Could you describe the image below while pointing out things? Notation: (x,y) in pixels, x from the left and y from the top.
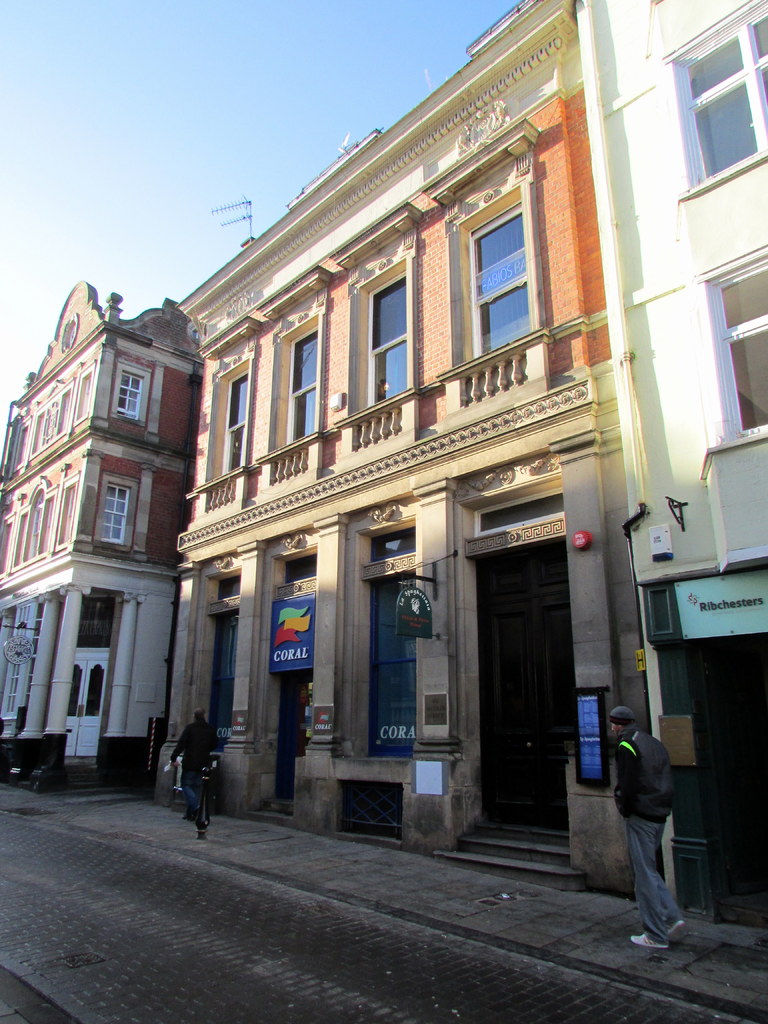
In this image in the center (268,612) there are some buildings (355,393), at the bottom (631,783) there are two persons (199,787) walking. At the bottom (182,912) there is road (49,912), and at the top (124,181) there is sky (349,89).
